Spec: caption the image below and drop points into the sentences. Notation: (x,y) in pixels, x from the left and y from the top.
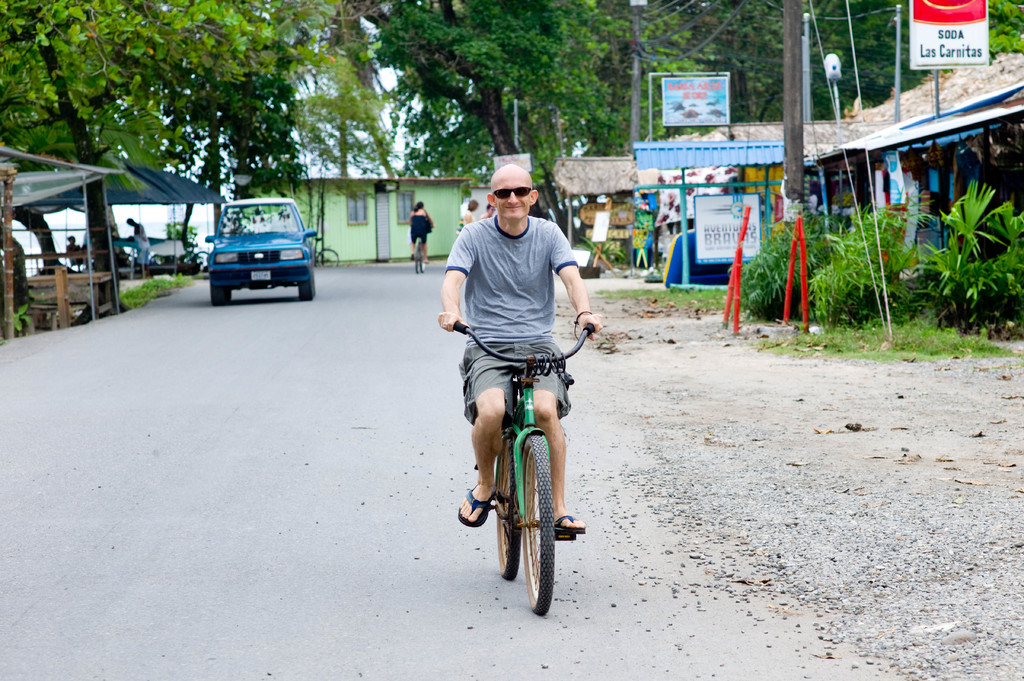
In this image a person (501,298) is sitting on a bicycle (521,477) is wearing slippers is riding on road (334,569). At the right side (755,270) there are plants (823,245) and houses (1012,109). At the left side (18,207) there is a shed (108,238) under persons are there. There is a car (242,220) on the road (257,297). At the back side (422,269) a woman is riding a bicycle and there are few persons (477,206). Background (338,232) there is a house (378,199) and few trees (119,57).
